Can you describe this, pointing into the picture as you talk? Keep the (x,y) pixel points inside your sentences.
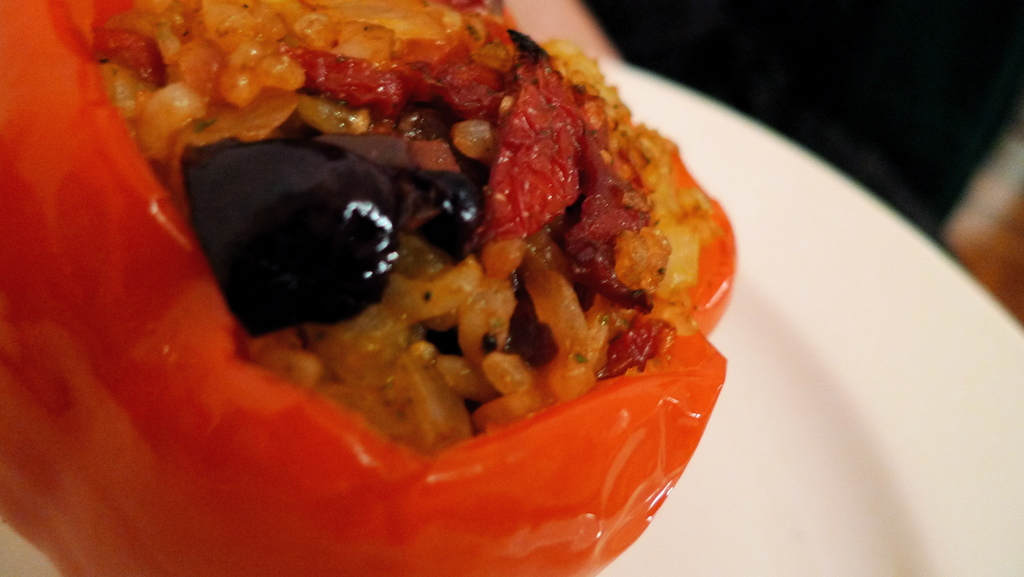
In this image we can see some food (61,485) on the white plate (791,276), one object (575,40) at the top of the image (603,52), one object (949,226) on the right side of the image (978,193) and the background (944,211) is blurred.
